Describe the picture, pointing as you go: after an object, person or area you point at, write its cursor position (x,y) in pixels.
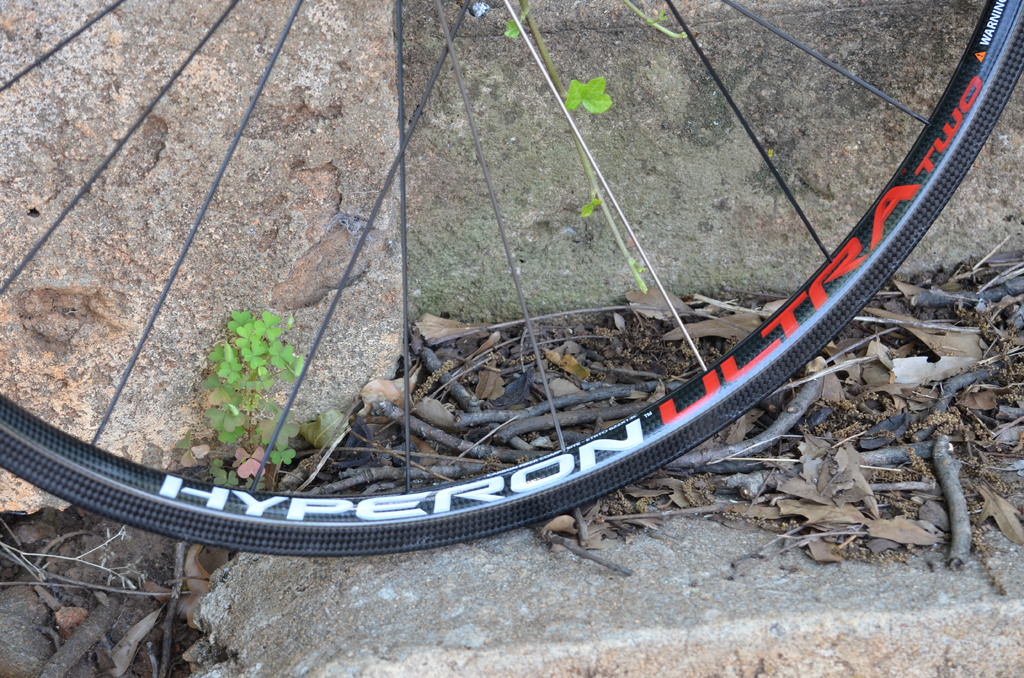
In this image we can see a wheel (476,499) of a bicycle (640,426). In the background (486,215) there are rocks (531,175) and we can see plants (263,439). There are twigs (75,641).
